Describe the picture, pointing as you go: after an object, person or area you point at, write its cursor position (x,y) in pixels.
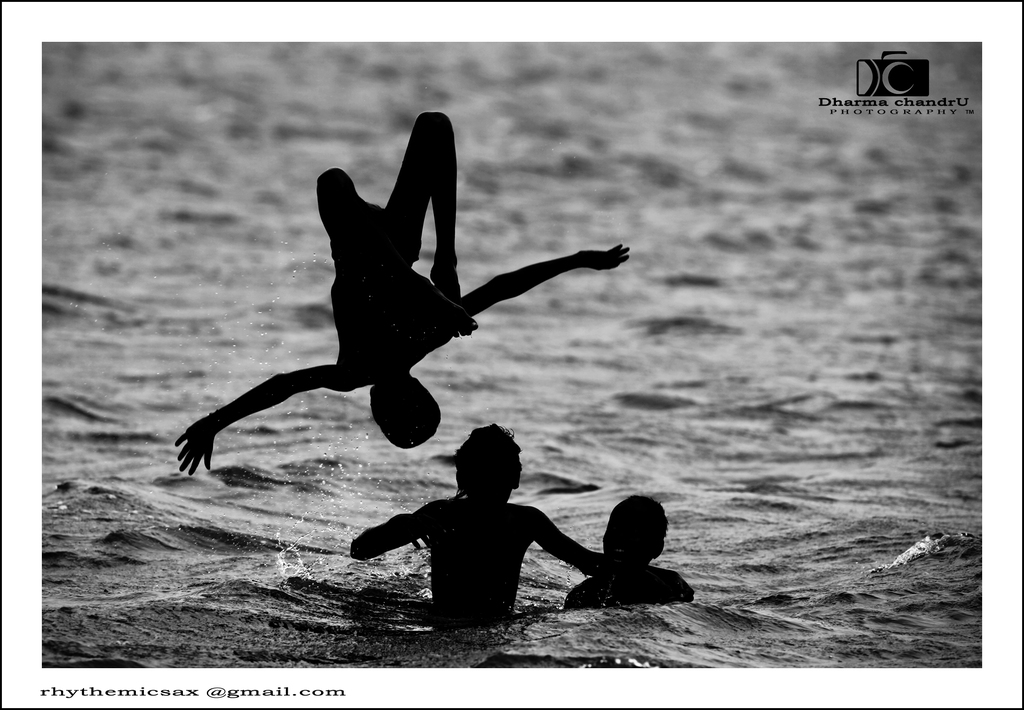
In this picture we can see two people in the water (765,497) and one person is in the air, in the top right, bottom left we can see a logo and some text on it.
